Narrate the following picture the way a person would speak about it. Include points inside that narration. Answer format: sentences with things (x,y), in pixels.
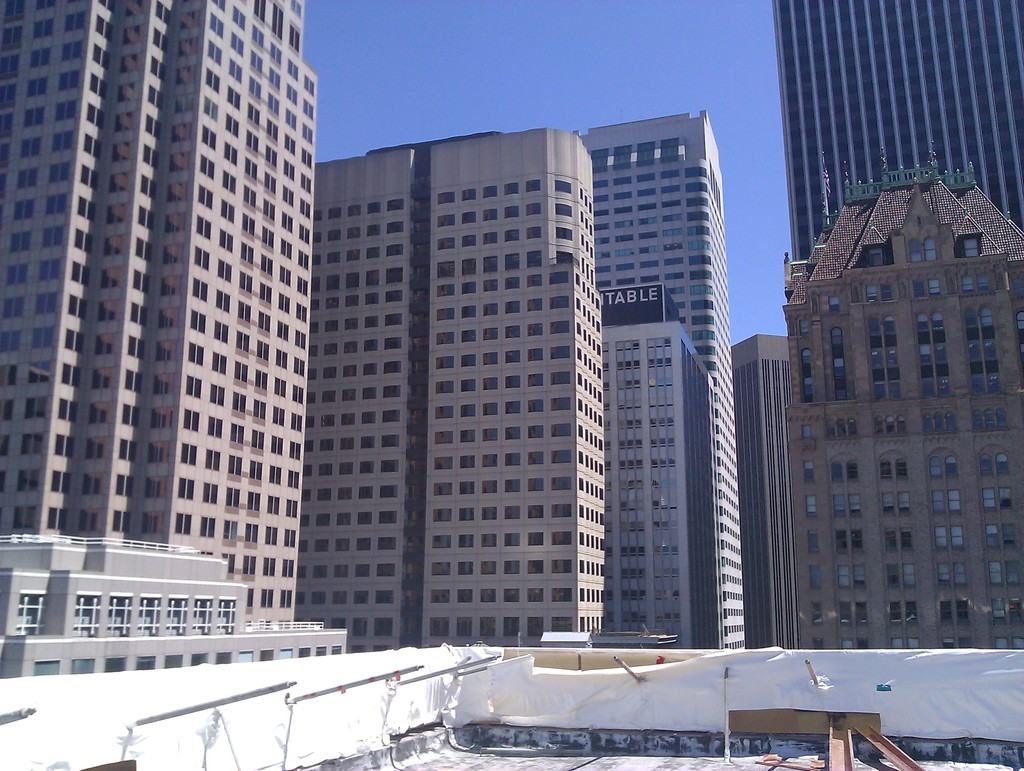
In this image at the bottom (461,706) we can see objects (454,683) and rods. In the background (367,474) we can see buildings (501,283), windows (702,243), text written on the wall (615,320) and the sky (615,44).
